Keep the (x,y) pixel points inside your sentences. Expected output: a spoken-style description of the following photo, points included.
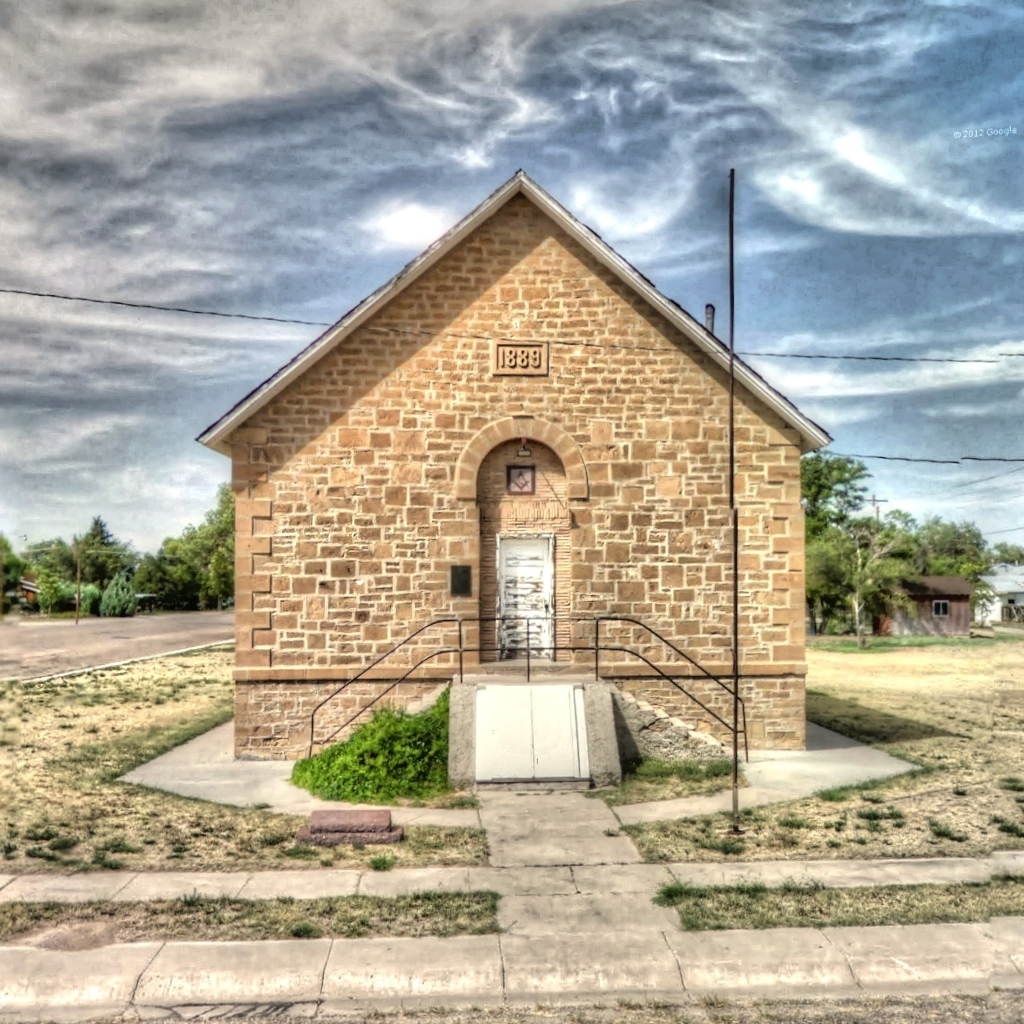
In this image we can see buildings (695,546), railings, shrubs (366,764), trees (92,534), cables (127,304) and sky (358,199) with clouds (358,199) in the background (310,214).
